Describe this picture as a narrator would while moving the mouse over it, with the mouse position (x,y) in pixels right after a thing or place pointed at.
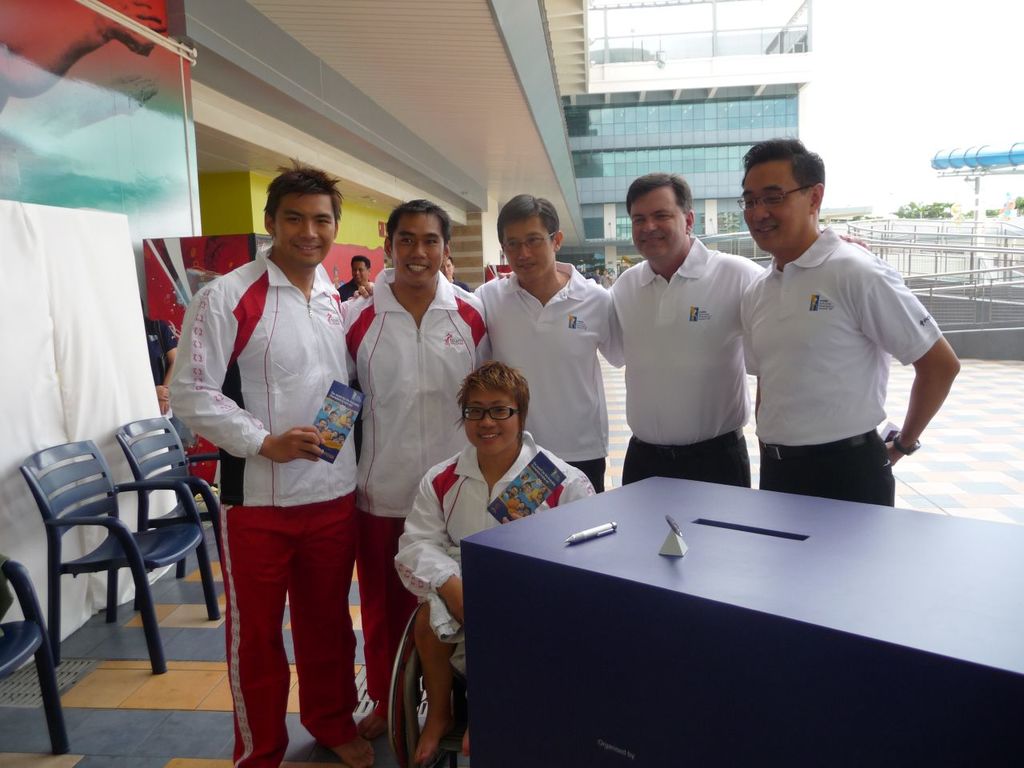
This 5 persons (302,261) are standing. This person (329,379) is holding a paper (335,420). This persons (460,454) wore spectacles (510,412) and sitting on chair (400,648) and holds a paper (527,503). On this table (641,673) there is a pen (567,539) and pyramid (682,548). This wall (113,120) is colorful. This are chairs (13,569). Far there is a building (685,126) with glasses (678,126). Far there are trees (938,205).
